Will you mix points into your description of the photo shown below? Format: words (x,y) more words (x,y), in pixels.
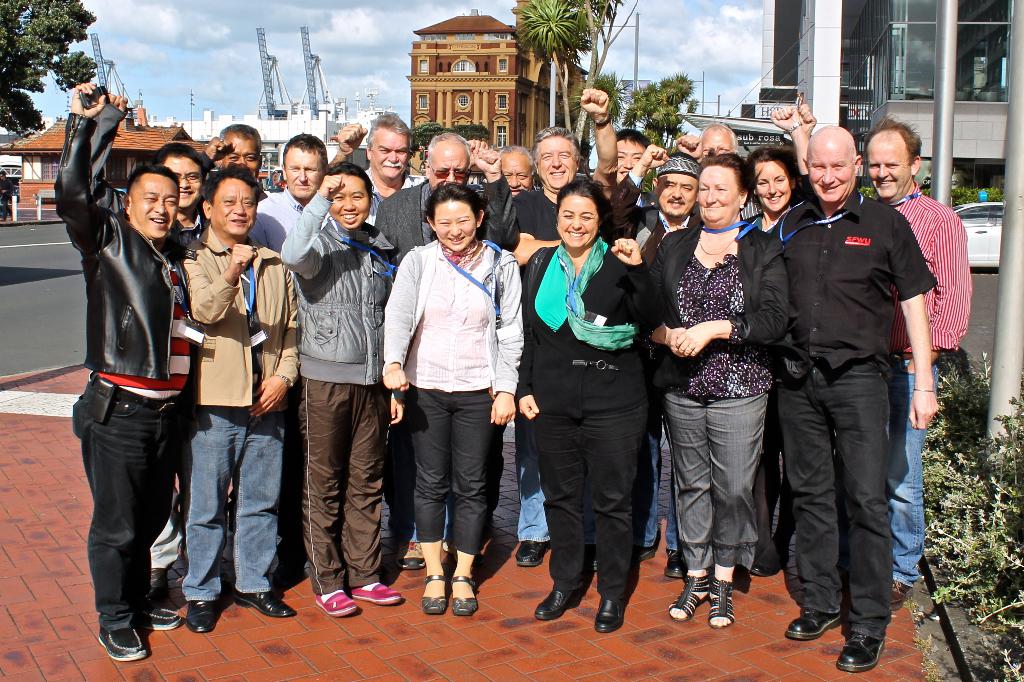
In the picture we can see a group of the people (483,493) are standing on the path (58,433) and beside them, we can see a pole (1019,241) with some plants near it and behind it, we can see a part of the building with glass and beside it, we can see another building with windows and besides we can see a part of the tree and the sky (664,64) with clouds (669,45).
